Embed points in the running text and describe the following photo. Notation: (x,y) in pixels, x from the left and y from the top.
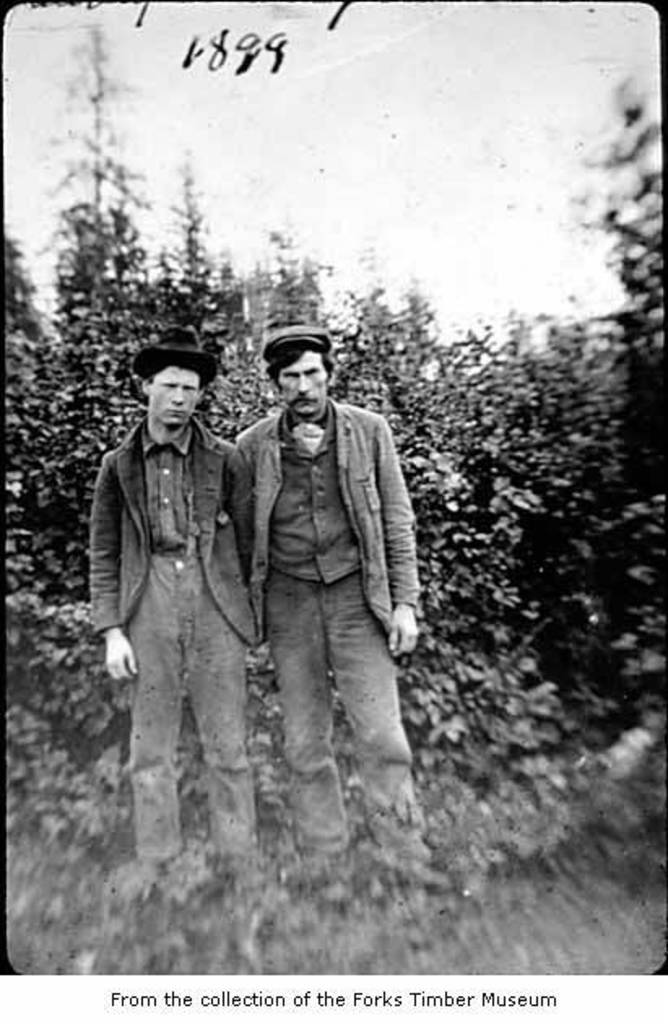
This is a black and white image in this image there are two persons (264,602) standing, behind them there are trees (447,414). In the background (372,225) there is a sky (393,217).
